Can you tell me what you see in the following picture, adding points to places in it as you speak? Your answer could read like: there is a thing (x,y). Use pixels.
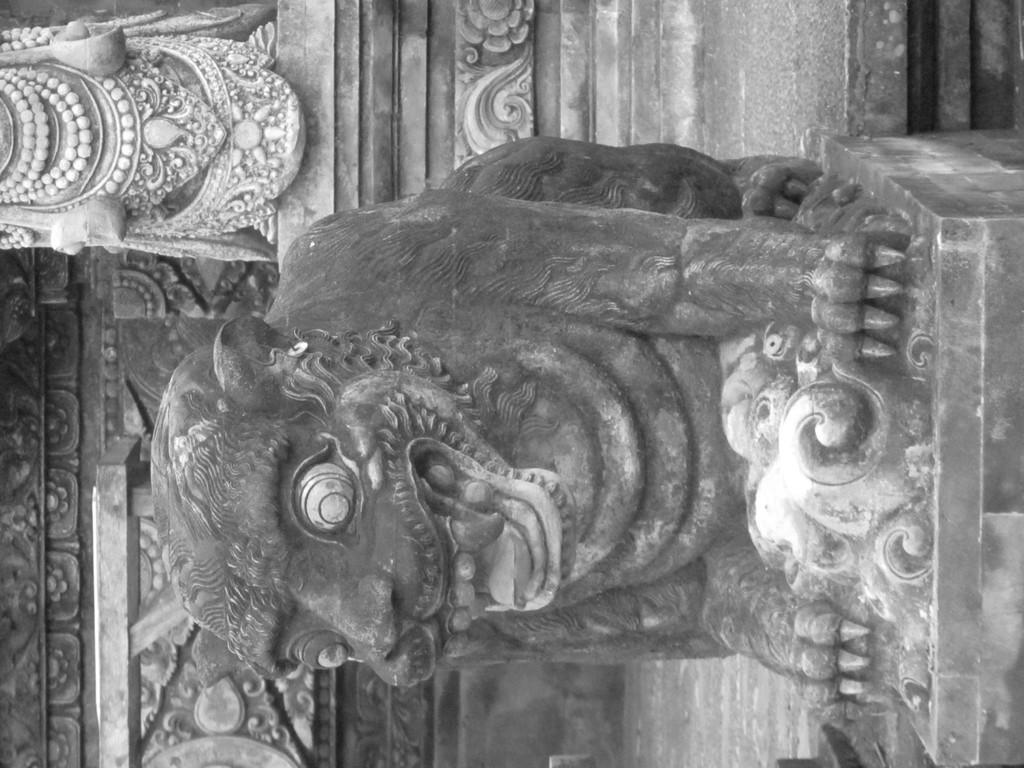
In this image there is a wall (422,14), there are sculptures (453,383), there is a sculpture (489,413) of an animal (410,402).
